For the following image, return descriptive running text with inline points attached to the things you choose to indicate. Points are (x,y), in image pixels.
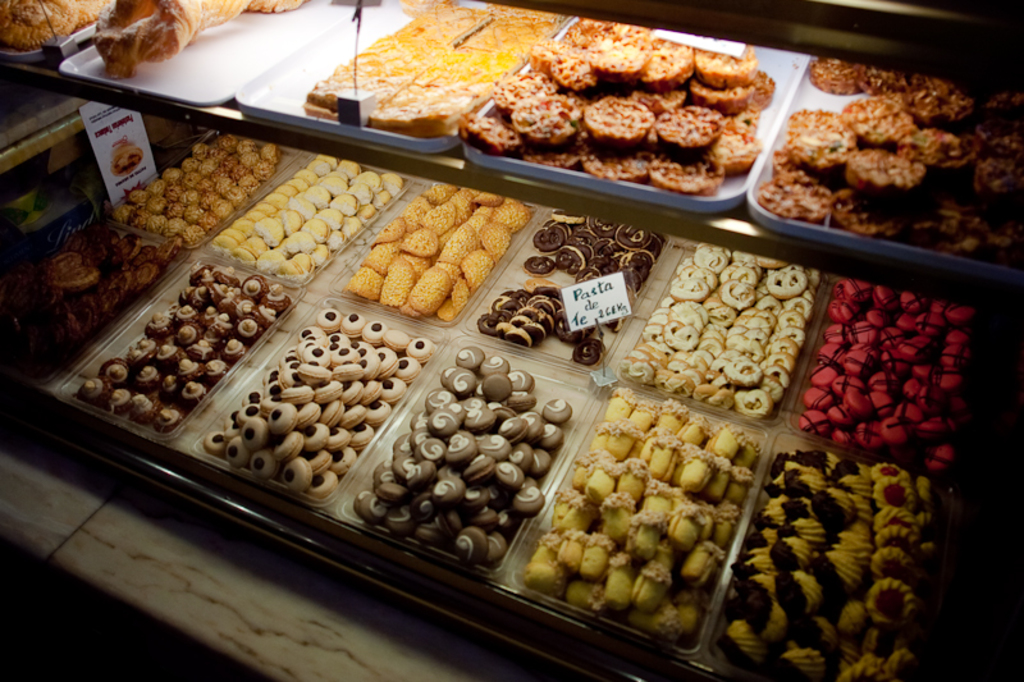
In this image I can see some food items (694,351) in the plate (347,130). I can also see a board (574,313) with some text (597,312) written on it.
